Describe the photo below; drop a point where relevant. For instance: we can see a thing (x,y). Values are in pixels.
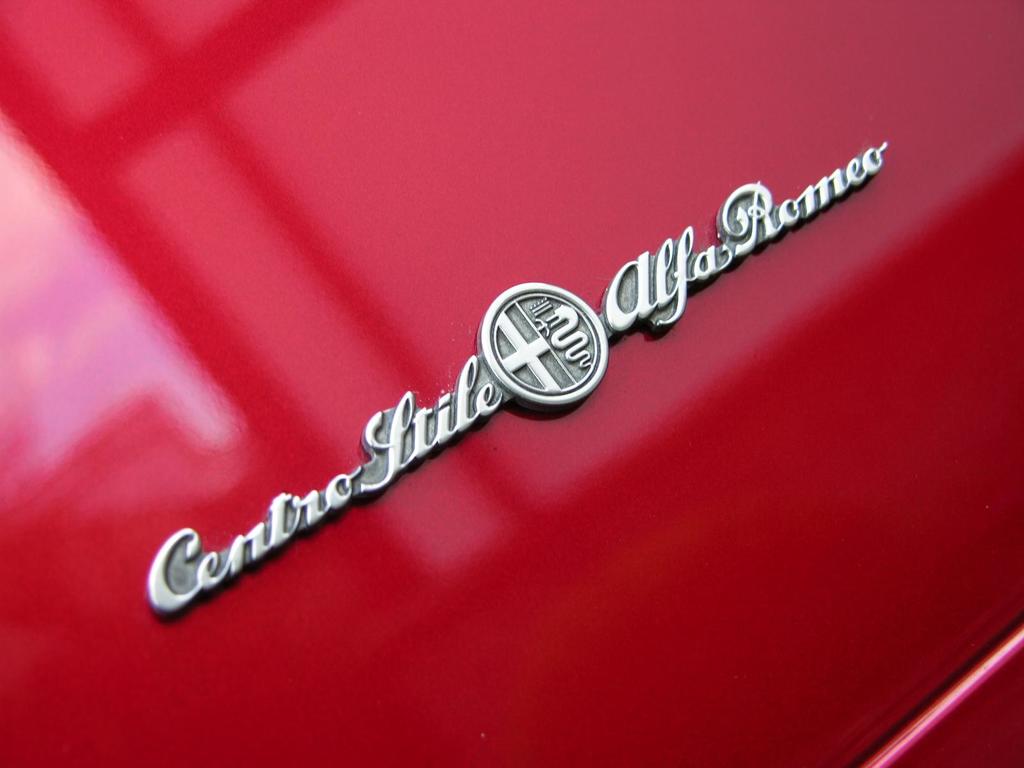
In this picture I can observe text (196,580) and a logo (527,372) in the middle of the picture (668,287). The background (178,490) is in red color.
